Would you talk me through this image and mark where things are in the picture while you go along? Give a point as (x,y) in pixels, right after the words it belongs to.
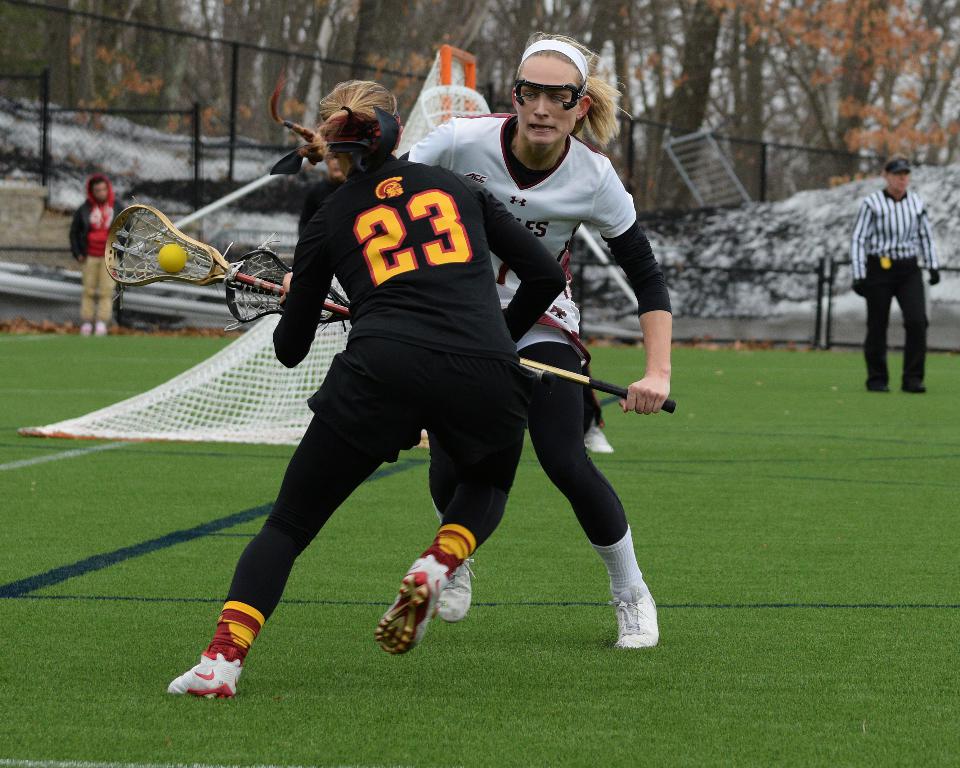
In the center of the image (478,425) we can see two people (570,333) standing and holding sticks (198,277) in their hands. On the right (873,322) there is an umpire (882,332). On the left (92,232) there is a person (108,293). In the background (209,412) we can see a net (307,354), fence (113,140) and trees (855,73).
